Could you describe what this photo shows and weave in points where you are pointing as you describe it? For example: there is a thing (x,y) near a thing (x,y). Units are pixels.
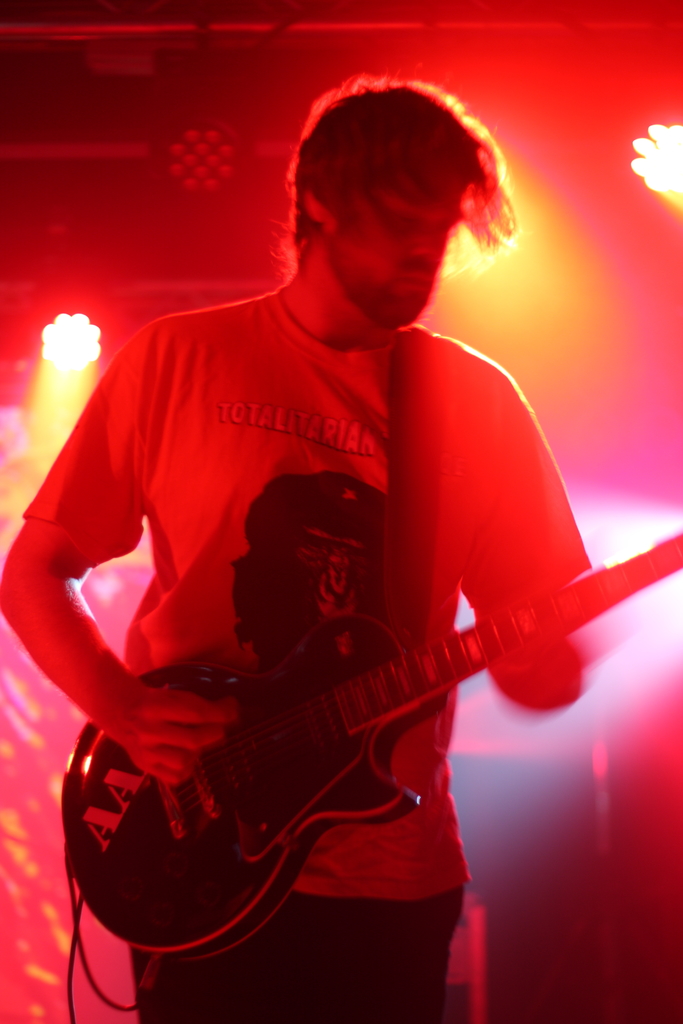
In this picture we can see a person (81,459), he is holding a guitar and in the background (58,434) we can see lights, some objects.
